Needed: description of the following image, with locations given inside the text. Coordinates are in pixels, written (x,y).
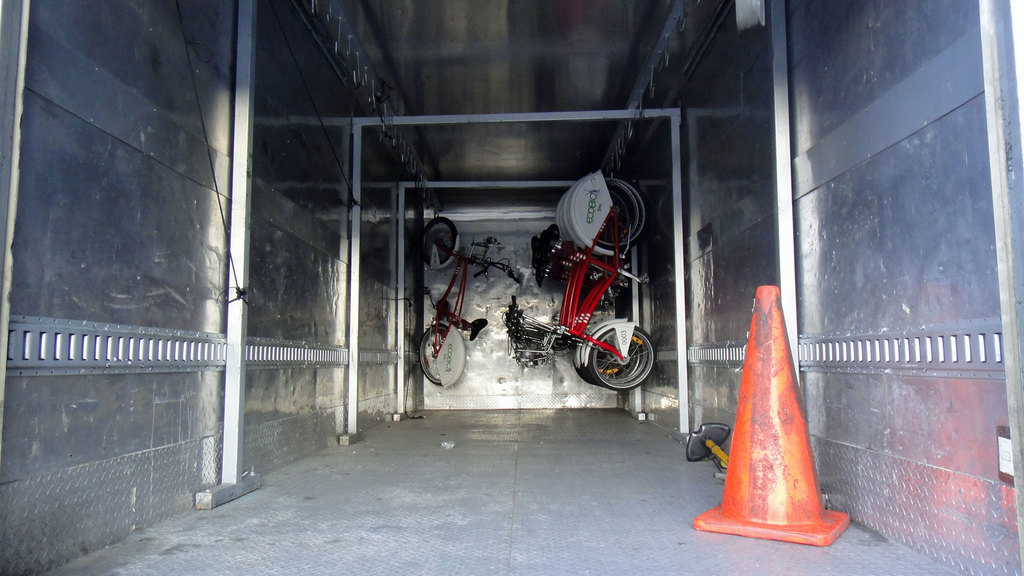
In this image few bicycles (530,344) are hanged from the roof (660,86). Background there is a wall (483,340). Right side (754,507) there is a cone (746,467) and few objects (707,452) are on the floor (562,516).
